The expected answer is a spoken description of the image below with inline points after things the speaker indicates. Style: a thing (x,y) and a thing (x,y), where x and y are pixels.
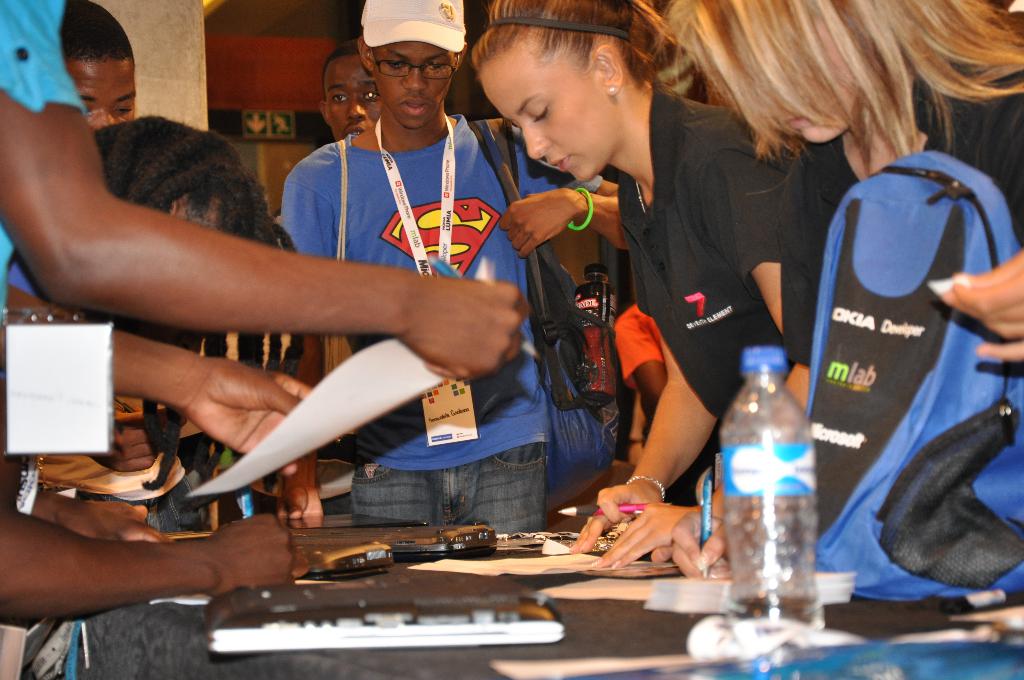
There are some people (309,292) standing in front of the table (597,609) and some are sitting some people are holding a paper (374,385) and some people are writing with the help of table (649,618) there is a bottle (760,505) on the table (677,619) and 1 blue color bag (893,418).
